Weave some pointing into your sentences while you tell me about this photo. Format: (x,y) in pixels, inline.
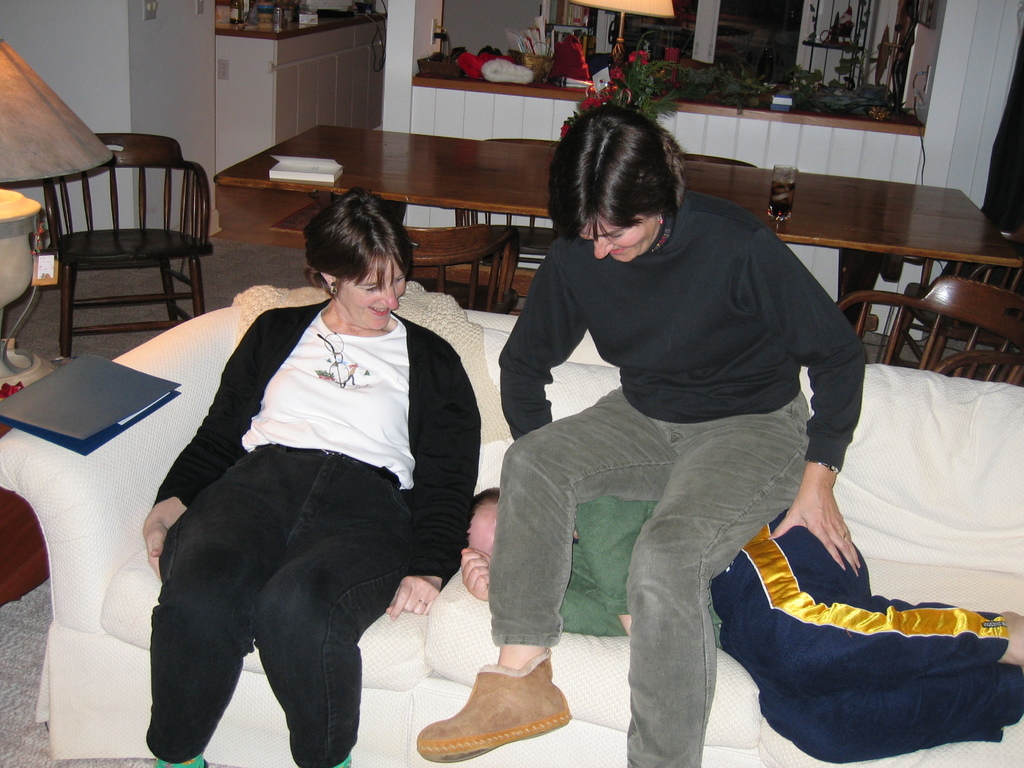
There are two persons (535,309) laughing. One of them is sitting on a sofa (418,637), another one is sitting on a person (606,563) who is sleeping on that sofa (489,602). On the left hand side (41,417), a file (55,410) is kept on the sofa (184,343). In the background (298,160), there is a book (322,166) and glass (793,181) on a table (381,159). There are chairs (546,140) arrange both sides of the table (744,169). In the background (253,77), there is light (639,13), plant (611,83), a cupboard (286,67), switch board (147,15) and wall (162,66).
